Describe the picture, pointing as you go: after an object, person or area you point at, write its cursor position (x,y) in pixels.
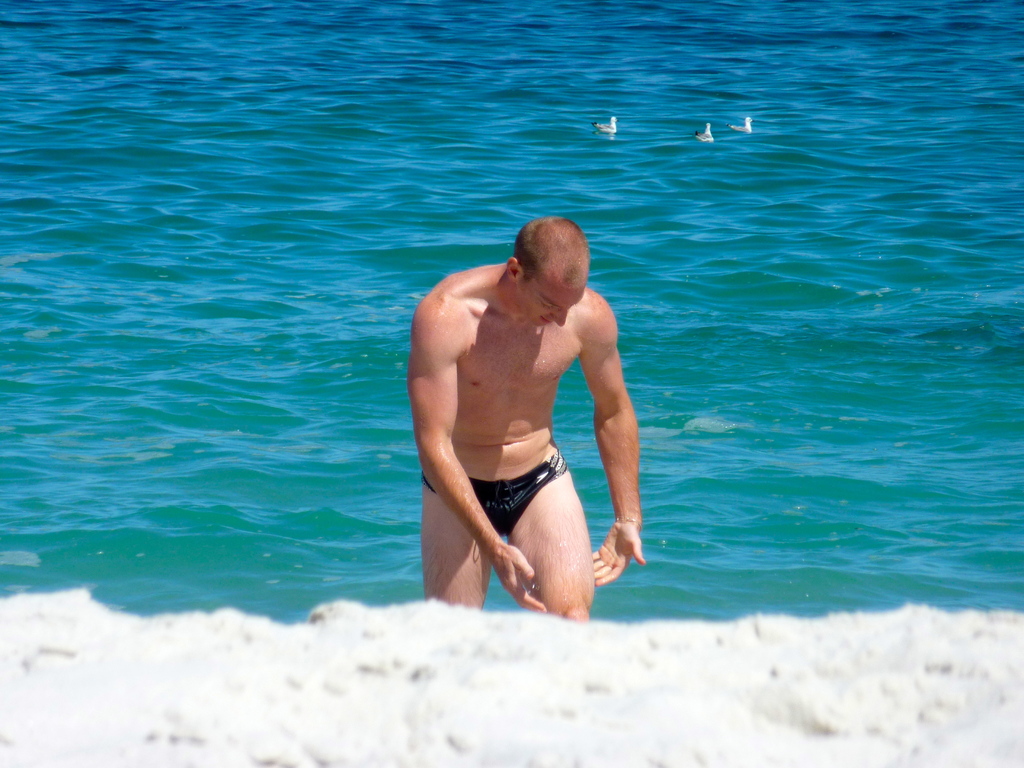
This is the picture of a person (515,487) who is on the sea shore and also we can see some birds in the water (611,168).
